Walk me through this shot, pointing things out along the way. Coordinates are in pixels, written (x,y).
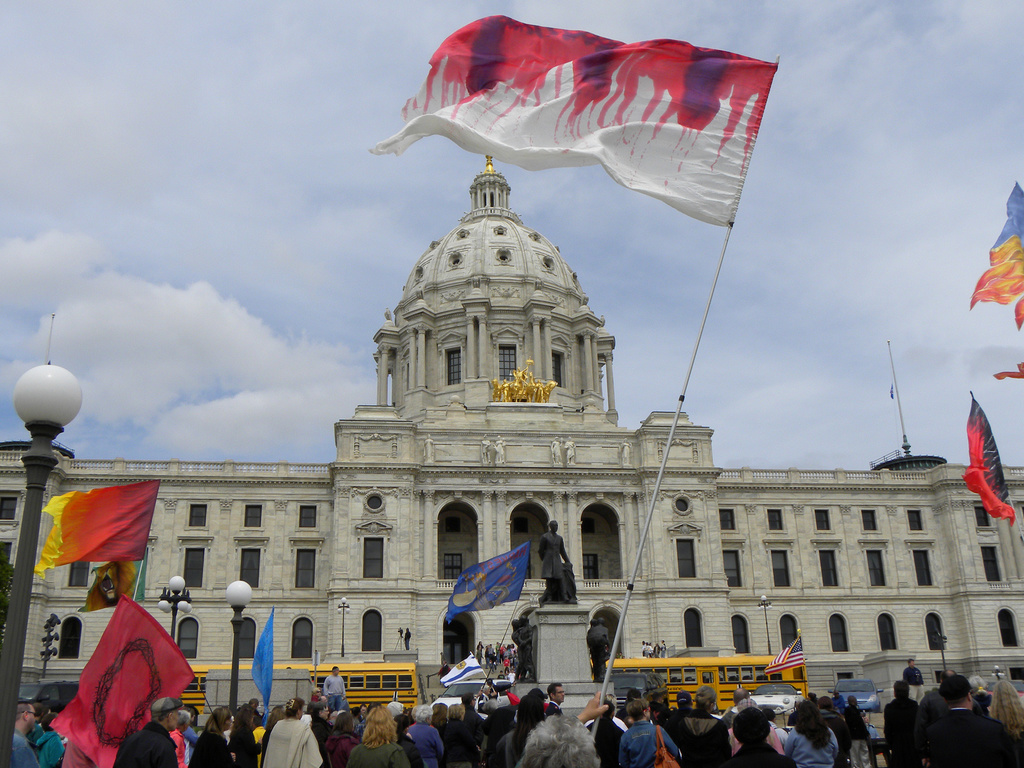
In the foreground of this image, we see a palace (581,400) and sculpture (554,566) in the middle of the image (548,478) and on bottom (396,735) we see crowd (410,751) holding flags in their hands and on left (31,537) we see few poles (177,605) and on top (216,66) we see the sky (206,112) and the cloud (207,132).
